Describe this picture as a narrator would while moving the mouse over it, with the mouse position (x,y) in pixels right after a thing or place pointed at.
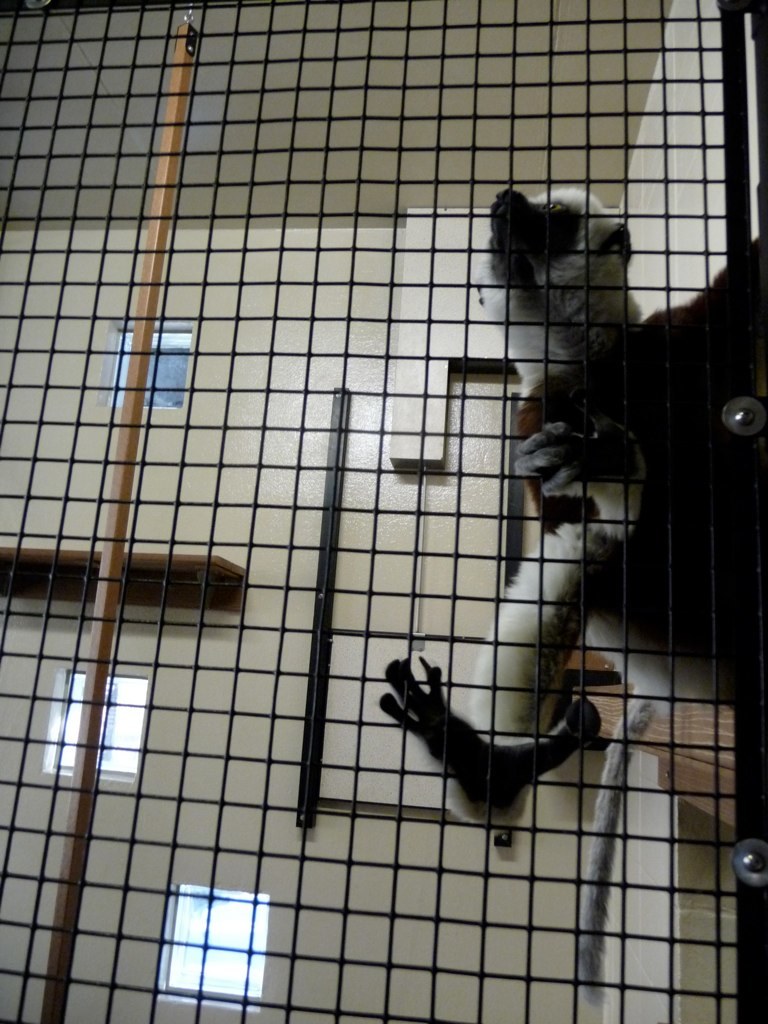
This is an inside view of a room (245,547). In the foreground (253,641), I can see a net (297,847). At the back of it I can see an animal (599,427) is holding the net (584,520). In the background (278,623) there is a wall (283,498) along with the windows (230,929).
